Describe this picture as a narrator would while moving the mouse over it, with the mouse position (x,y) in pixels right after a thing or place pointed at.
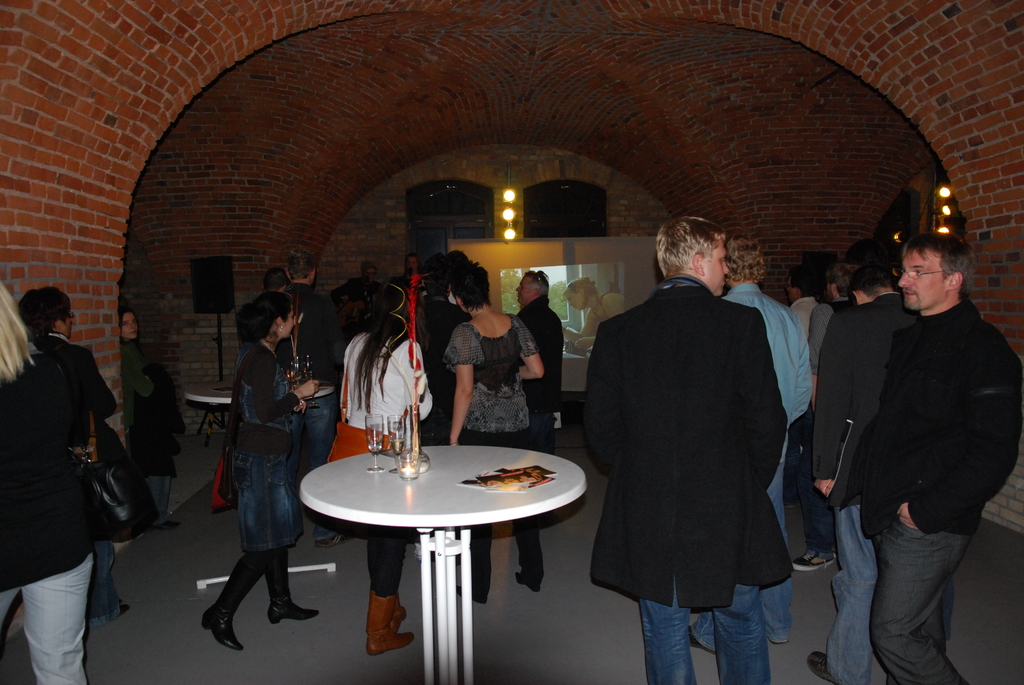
There are group of people (540,335) standing around a white table (476,474) and there is a projected image (588,287) in the background (580,264).
